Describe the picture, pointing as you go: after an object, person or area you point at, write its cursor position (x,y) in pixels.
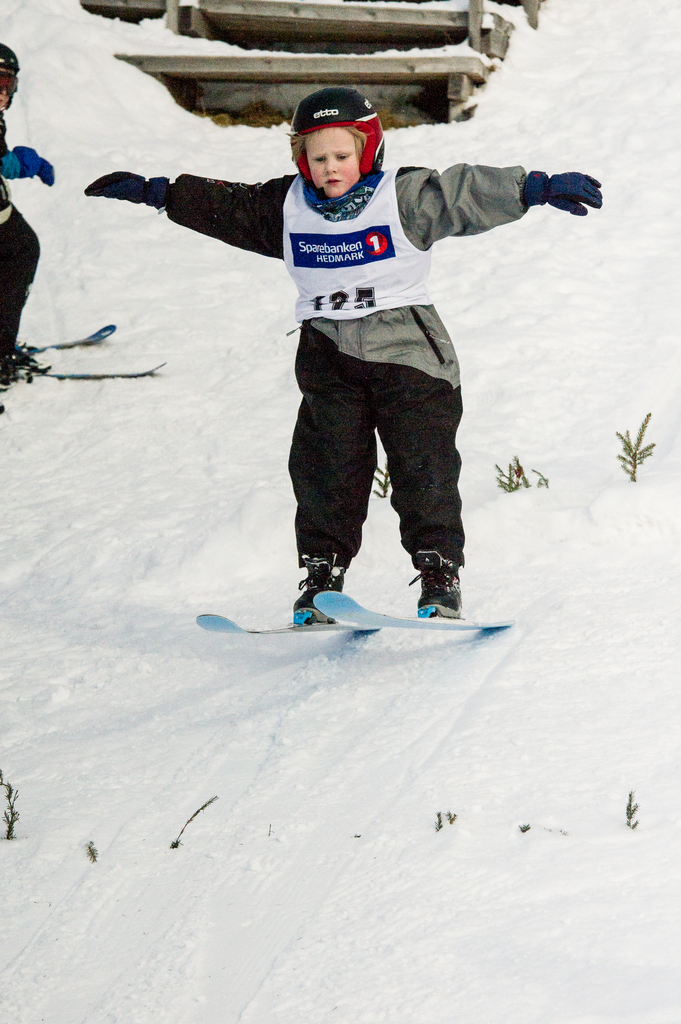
In this picture I can see a boy (387,250) in the center (311,466) who is on the ski boards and I see the snow (131,391) and on the left side of this image (22,169) I see a person (32,149) who is on the ski boards (22,349).
